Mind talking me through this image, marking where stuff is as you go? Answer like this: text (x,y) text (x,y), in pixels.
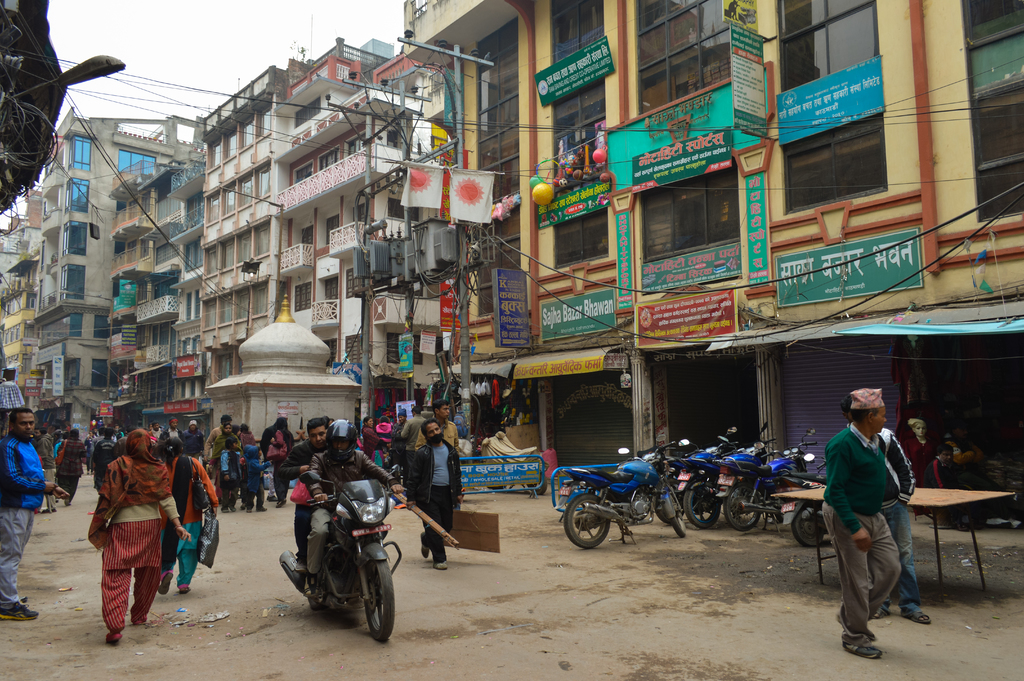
In this picture we can see buildings (155,159) with windows (308,232) and balcony (301,273) and some flags (468,176) are attached to the poles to the window (504,190) and here is a road (397,658) where two persons (316,521) are on bike (372,509) and other are walking and beside to this we have motorbikes (636,487) parked, shutters (625,408), pillars (638,396), table (954,500) and above the building (343,203) we have sky (188,35).
